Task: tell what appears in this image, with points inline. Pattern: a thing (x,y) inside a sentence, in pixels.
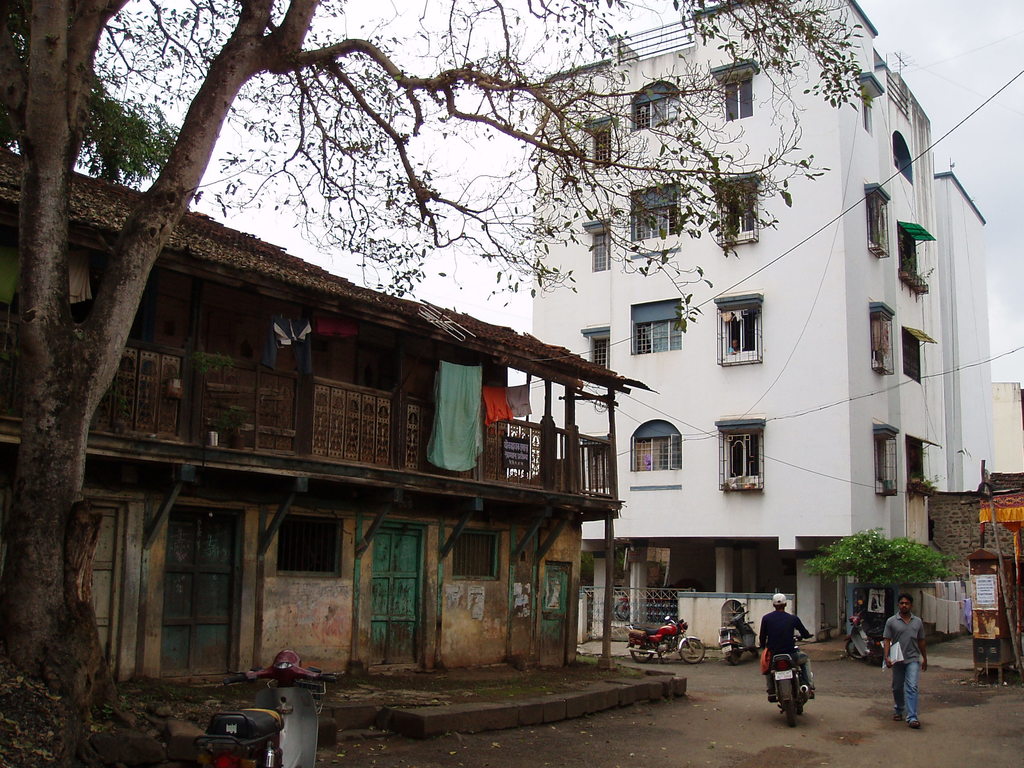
In this image in the front (263,731) there is a bike (290,720) and there is a building (317,511). On the left side (114,324) there is a tree (176,156). In the center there are buildings (860,443) and there are vehicles (669,638) and there is a person (778,645) riding a bike (775,663) and there is a person (910,649) walking. There are trees (890,569) and on the right side (1008,520) there is a tent (1006,511) and the sky (991,37) is cloudy.
